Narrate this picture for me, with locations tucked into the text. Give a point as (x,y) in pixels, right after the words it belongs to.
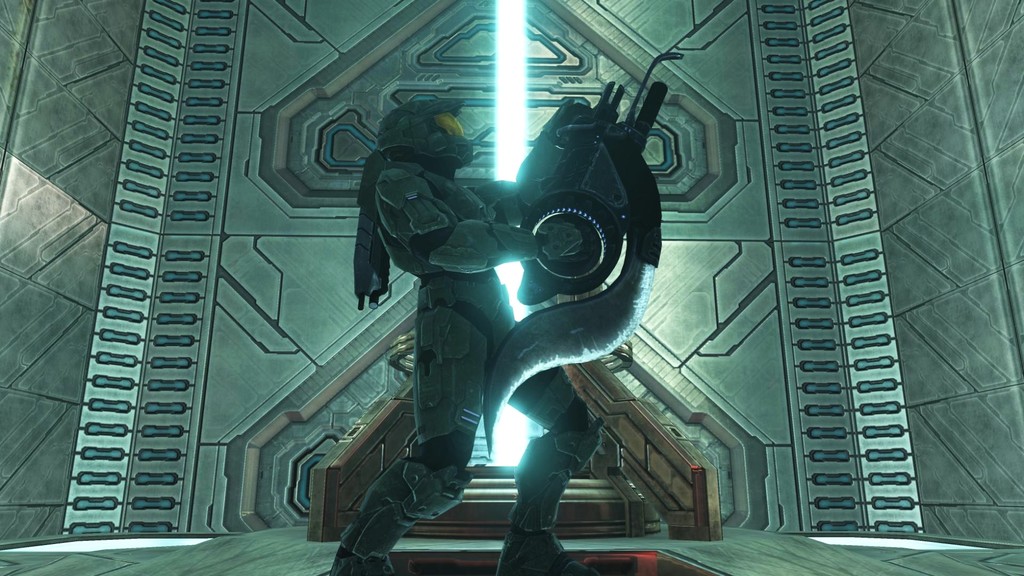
This is an animation, in this image in the center (442,296) there is one person (491,197) who is holding something (534,312), and in the background (510,22) there is light (497,21) and some box (339,492). And in the background (890,479) there is wall (752,354), some objects (864,367). At the bottom (1011,553) there is floor (437,565).
